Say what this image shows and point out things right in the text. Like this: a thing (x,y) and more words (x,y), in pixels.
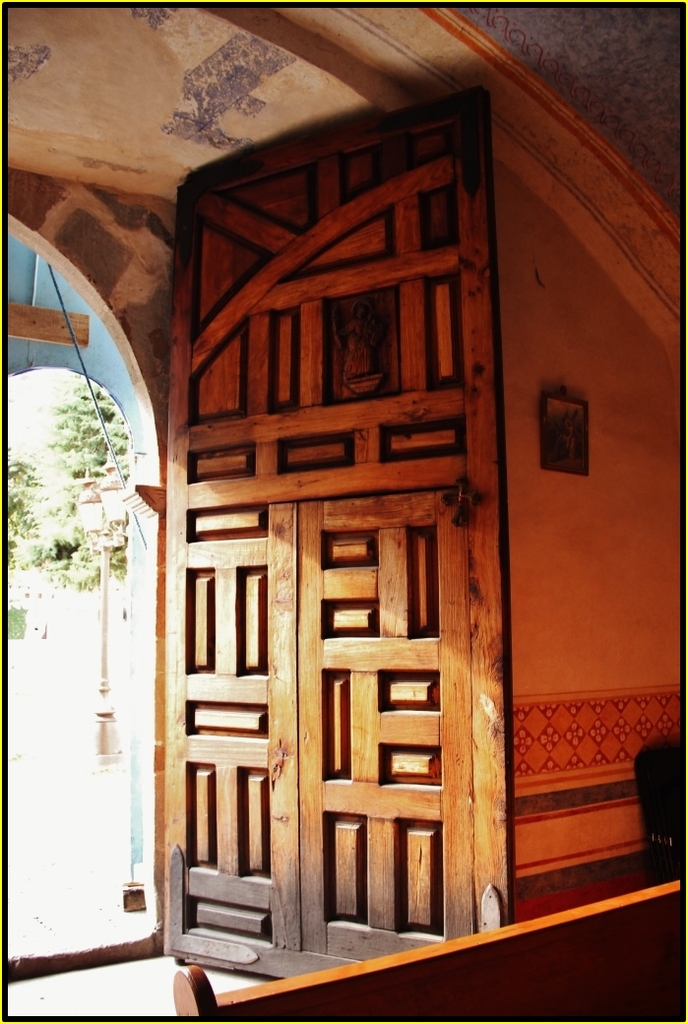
In this image in the front (388,975) there is a wooden partition (563,960). In the center (326,675) there is a door (352,675) and on the right side (536,586) there is a wall (548,615), on the wall (582,506) there is a frame (574,471) and in the background (73,434) there is a pole (102,600) and there are trees (58,450).
